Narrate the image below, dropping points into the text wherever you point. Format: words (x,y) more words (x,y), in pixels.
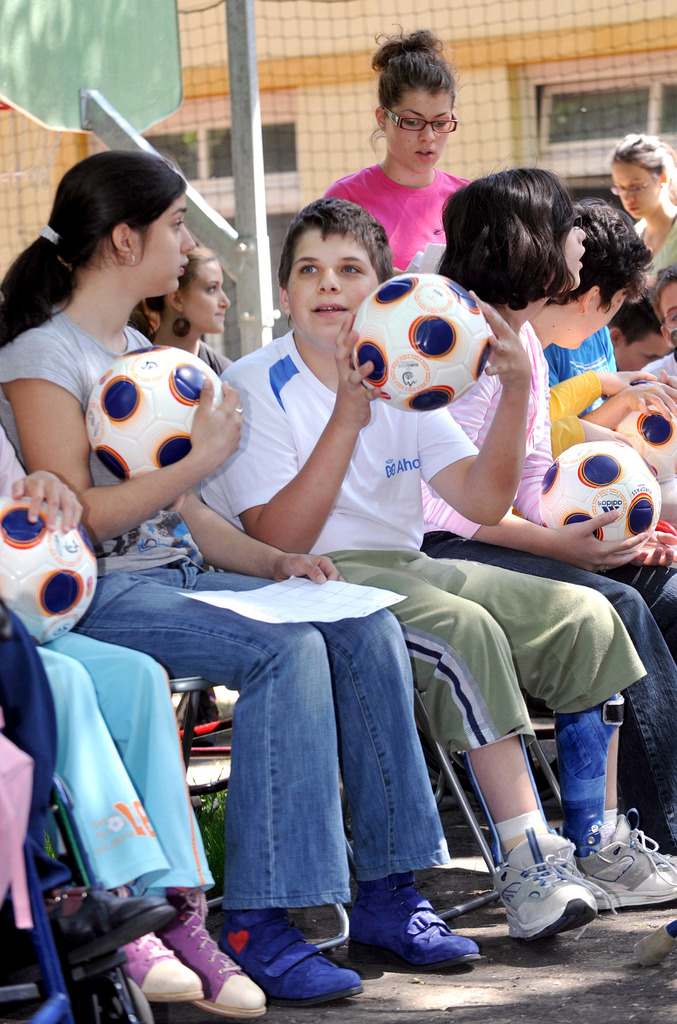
This picture shows a group of people (259,557) seated and holding footballs (171,463) in their hands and we see two of them (659,254) standing and a net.
